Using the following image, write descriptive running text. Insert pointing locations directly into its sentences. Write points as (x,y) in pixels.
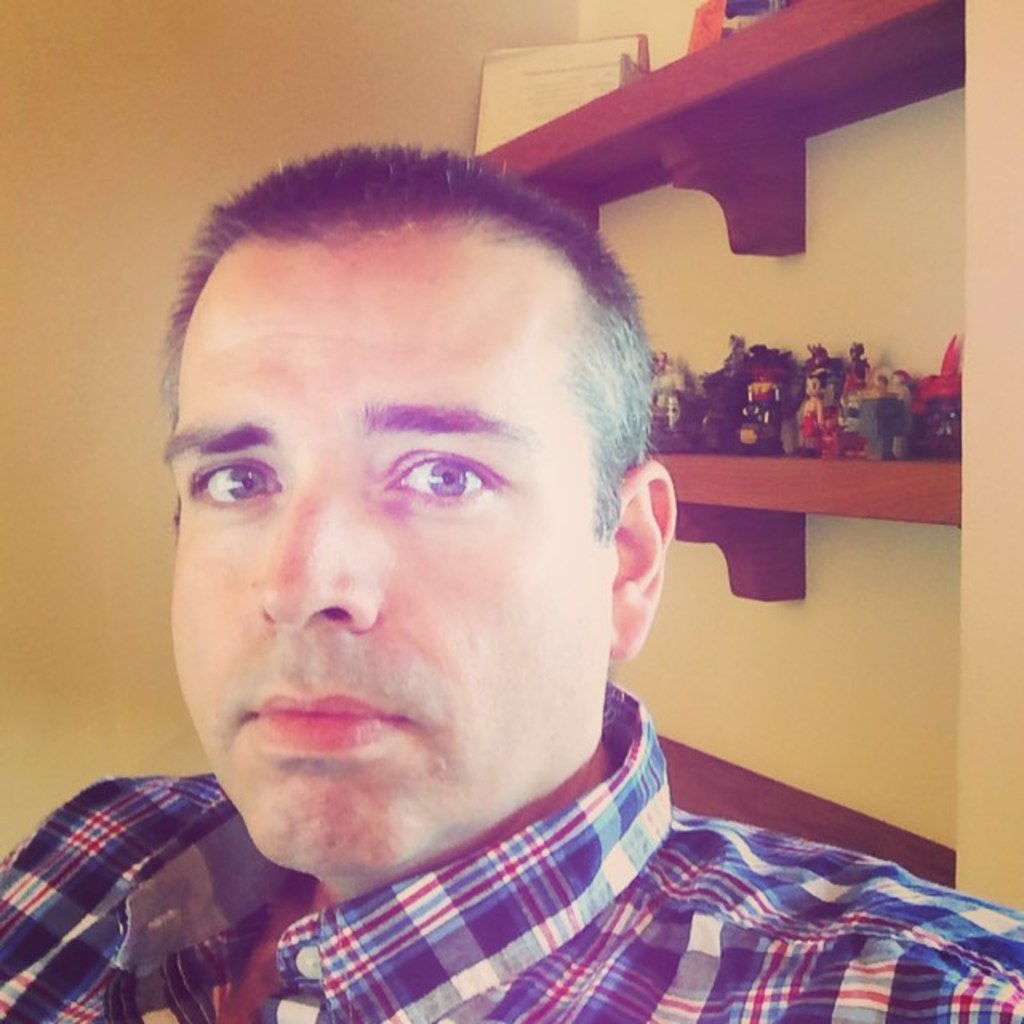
In the center of the image (525,580) there is a person (130,795). In the background (148,347) there is a wall (780,305), racks (749,111) and toys (877,421).
